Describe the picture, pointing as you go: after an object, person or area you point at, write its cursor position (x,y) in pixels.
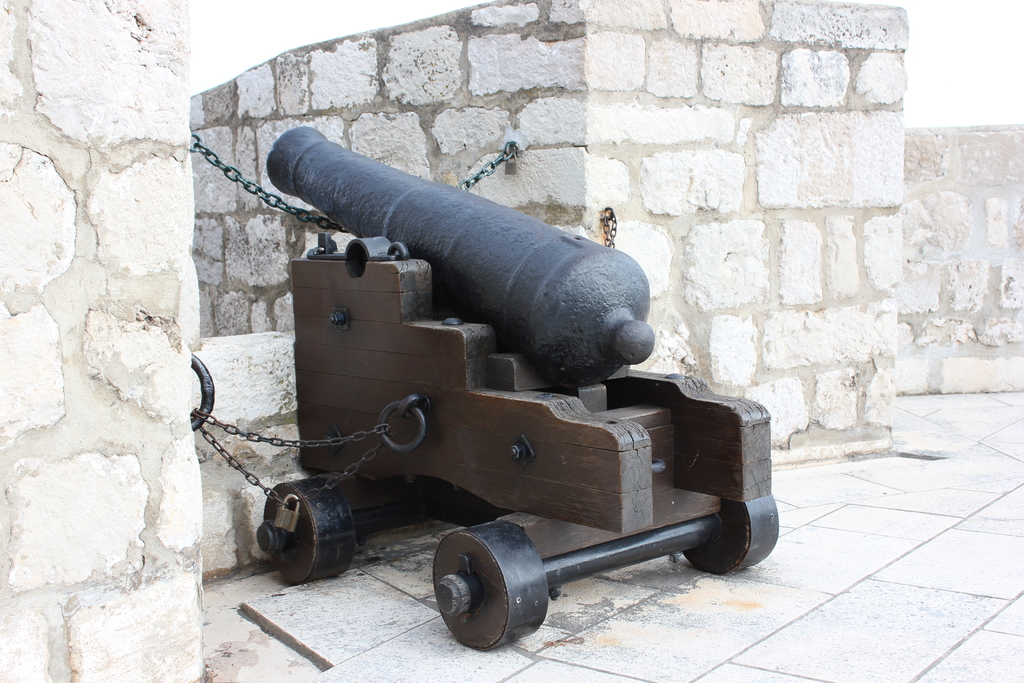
In this image I can see in the middle (538,239) it looks like a cannon (492,480), on the right side (819,207) there are walls (766,207). At the top (221,18) it is the sky (297,20).
